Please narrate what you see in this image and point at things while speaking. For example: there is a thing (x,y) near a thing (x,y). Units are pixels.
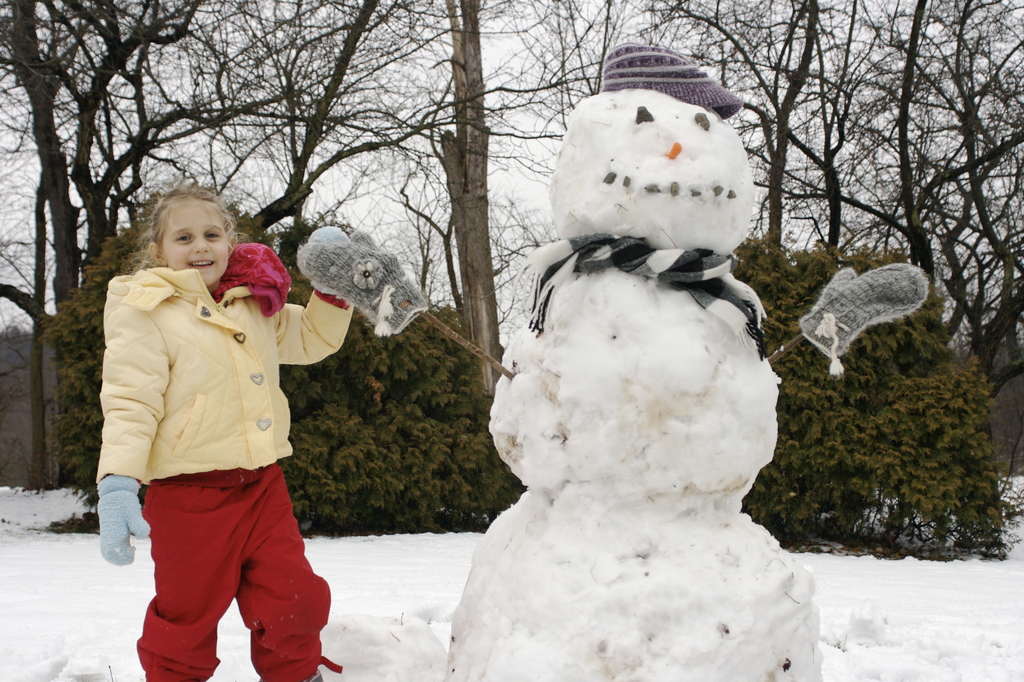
In this image we can see a child (197,386) wearing sweater (214,411), gloves (115,491), scarf (287,287) and red color pants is standing on the ice (398,615) and smiling. Here we can see the snowman (702,503). In the background (1006,504), we can see trees (127,262) and the sky (342,169).
